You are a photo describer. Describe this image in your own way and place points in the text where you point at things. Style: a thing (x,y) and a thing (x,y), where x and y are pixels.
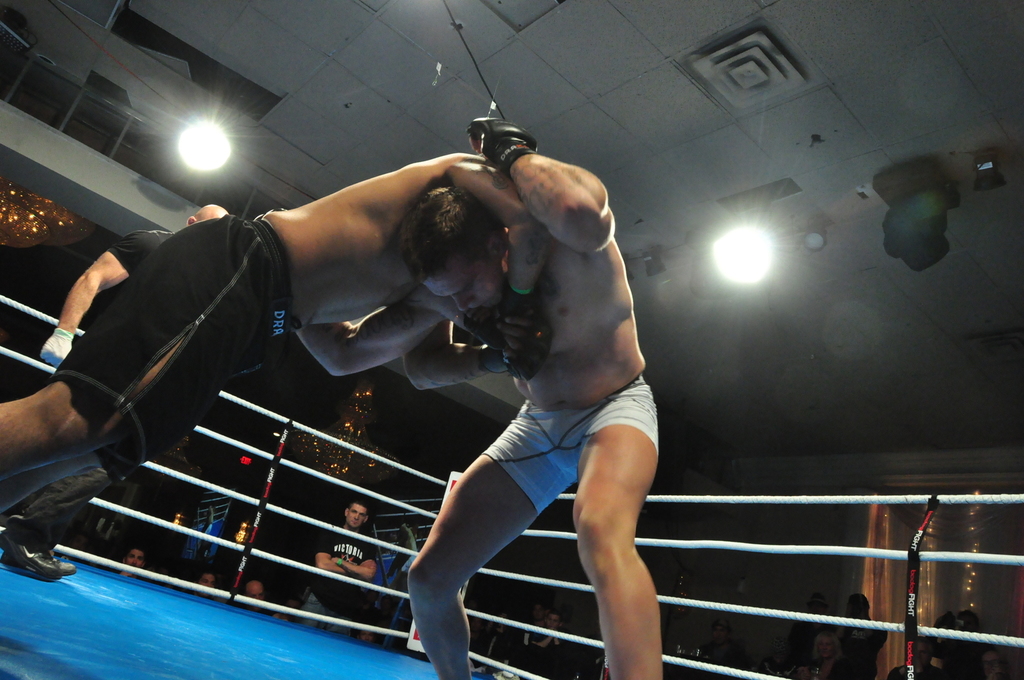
In this image we can see a few people (407,352), two of them are fighting in the ring (266,604), we can see the ropes (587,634), ceiling lights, speaker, also we can see the wall (761,536).
